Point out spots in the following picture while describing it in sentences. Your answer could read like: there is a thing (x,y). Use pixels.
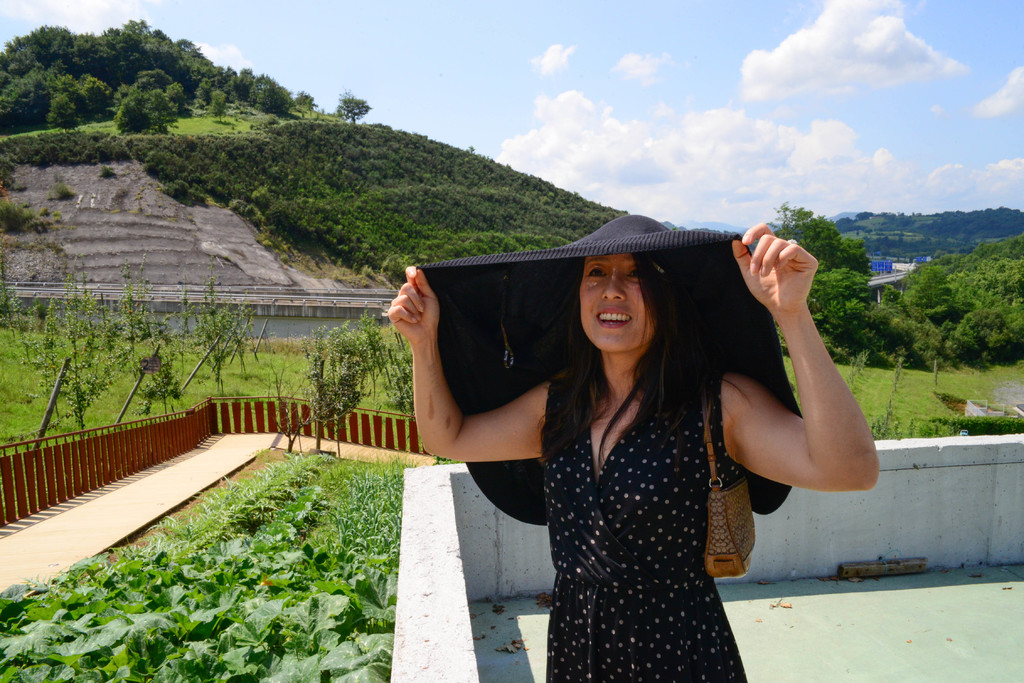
In the picture we can see a woman (614,543) standing with a black dress (627,540) and holding some black cloth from her head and besides her we can see some plants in the path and railing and near to it, we can see a hill (93,171) with some part is rock surface (202,239) and some part is greenery (166,143) and in the background (684,182) also we can see some trees (968,261) and sky (684,174) with clouds (813,83).
